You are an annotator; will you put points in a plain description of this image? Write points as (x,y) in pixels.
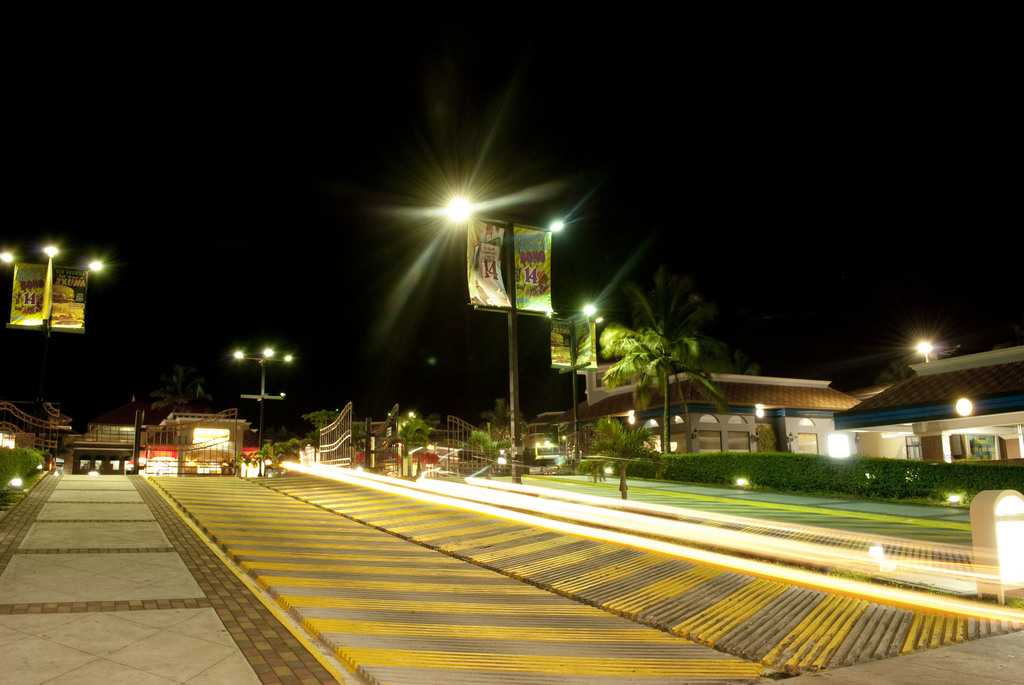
Here we can see poles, lights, hoardings (530,244), and plants (723,470). This is road (299,544). There are gates (451,468), trees (485,451), and houses (834,403). In the background (834,253) there is sky (766,205).
